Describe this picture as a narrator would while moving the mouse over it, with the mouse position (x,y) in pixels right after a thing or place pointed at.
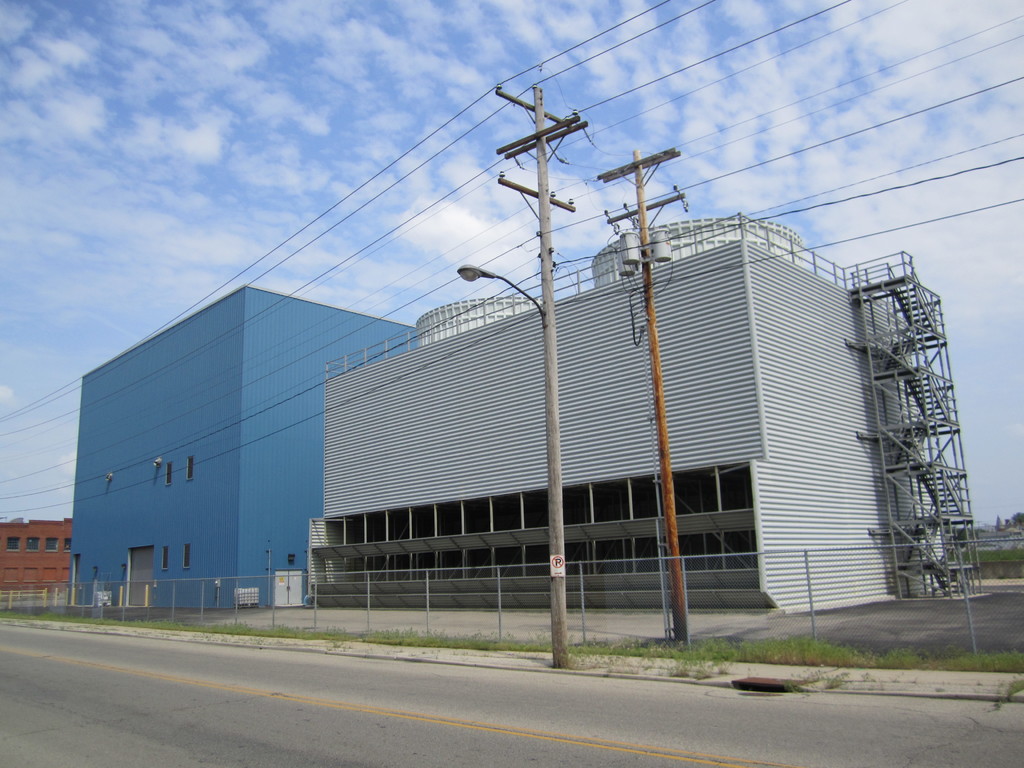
In this image, we can see buildings (382,335) and poles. There is a fence (757,583) beside the road (447,666). There are clouds (396,51) in the sky (162,182).
